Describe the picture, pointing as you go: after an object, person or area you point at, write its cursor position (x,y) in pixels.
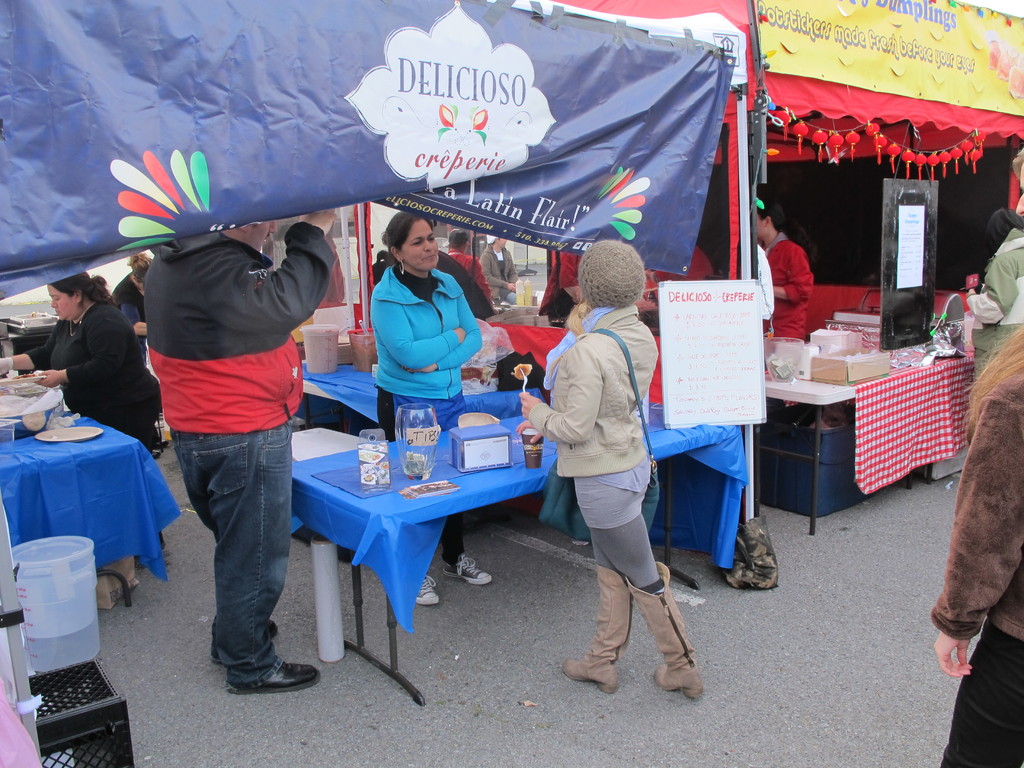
In this image there is a stall (514,194). In the stall (441,168) there are tables (103,441) with stuff (67,432) on it, in front of the tables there are persons (390,338) standing, there is a lady (611,643) standing outside the stall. On the bottom left side (80,729) there are few objects (74,674) placed on the surface (175,729), beside this stall (445,149) there is another stall (816,231). In the stall (818,316) there is a table (854,388) with some stuff (817,348) on it, in front of the table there is a person (786,281) standing. On the right side of the image (1014,385) there are a few people (979,588) standing.
